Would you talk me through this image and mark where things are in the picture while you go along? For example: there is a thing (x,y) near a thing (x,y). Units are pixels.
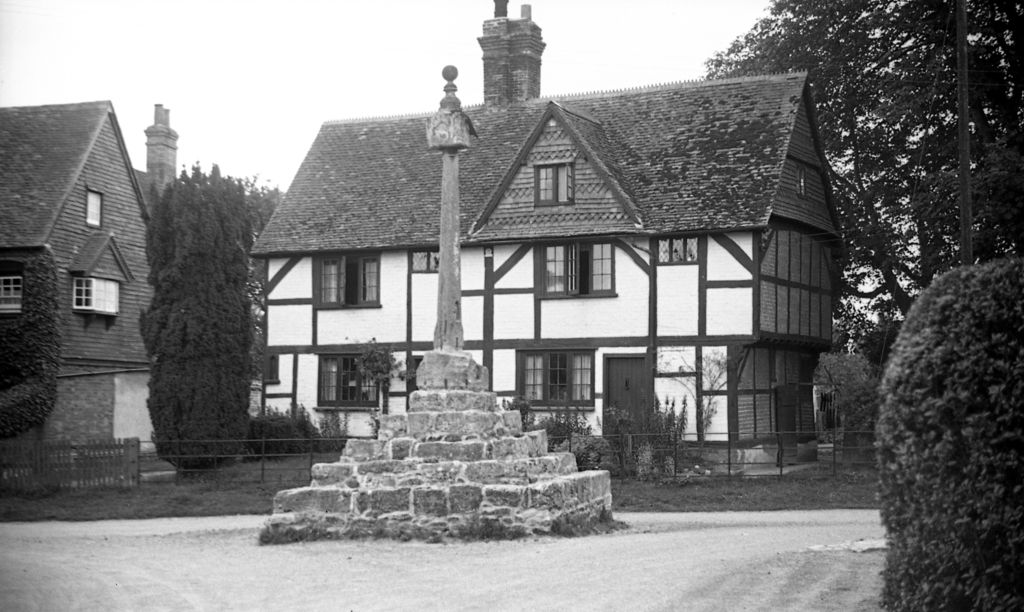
In the foreground (500,494) we can see plant (941,465), sculpture (434,499) and path (283,571). In the middle of the picture (473,266) there are trees (245,280), buildings (426,307), plants (645,433), grass (841,479), railing (250,455), windows (556,291) and other objects (965,257). At the top (198,44) there is sky (220,29).
